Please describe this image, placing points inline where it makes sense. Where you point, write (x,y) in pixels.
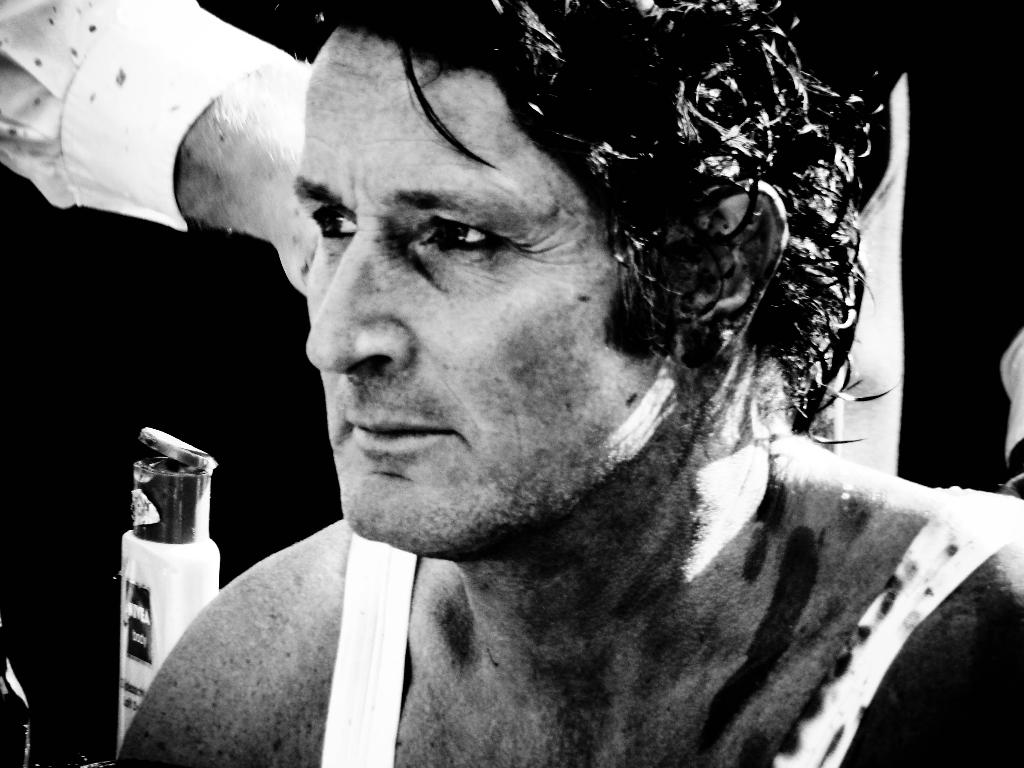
This is a black and white image. In this image we can see a man (428,285).
